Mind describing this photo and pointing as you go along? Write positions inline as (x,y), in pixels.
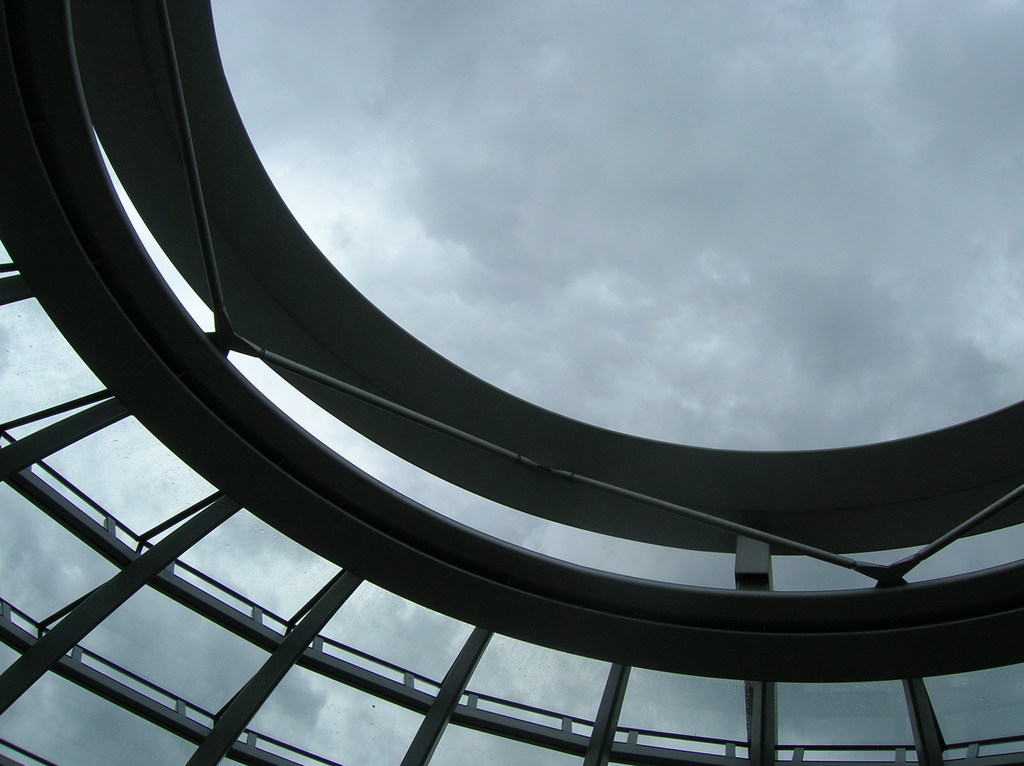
In this picture we can see a dome (328,309) and the cloudy sky (577,248) in the background (707,258).
